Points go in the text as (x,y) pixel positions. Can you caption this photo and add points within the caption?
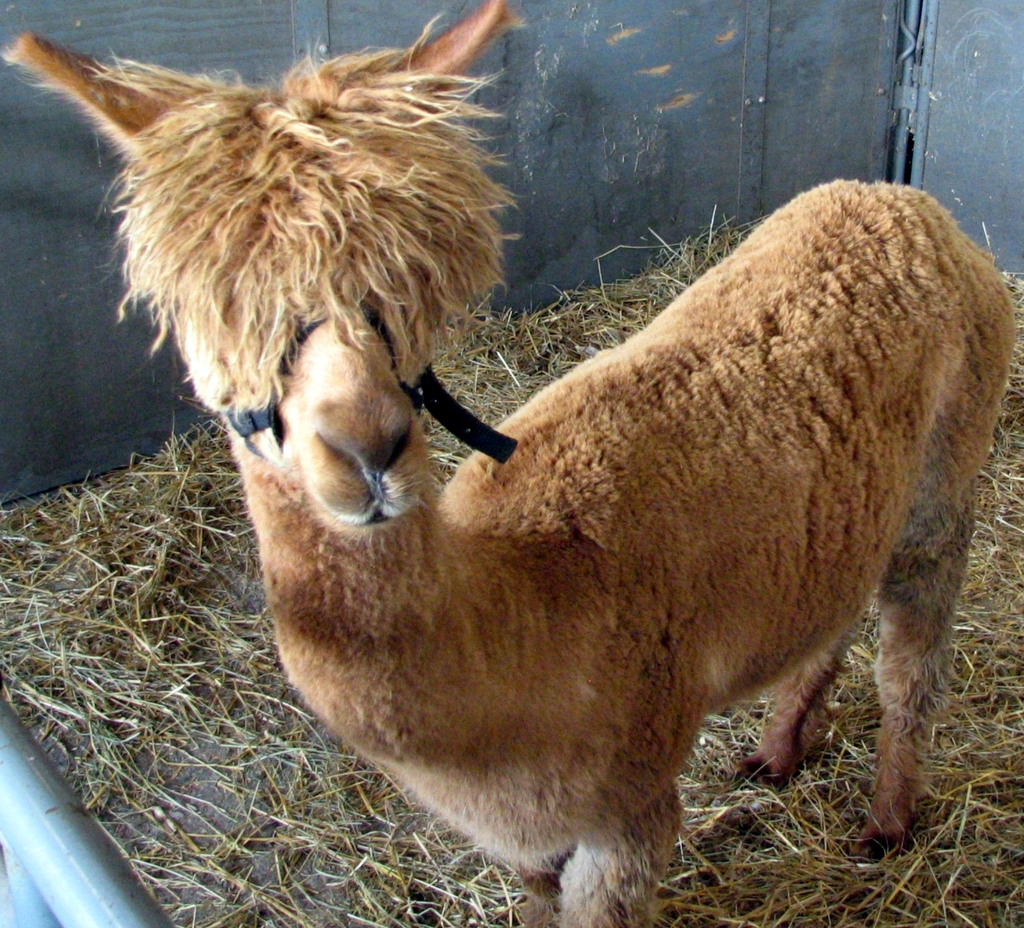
In this image in the center (613,579) there is an animal (632,575). On the ground (89,602) there is dry grass (685,884).
